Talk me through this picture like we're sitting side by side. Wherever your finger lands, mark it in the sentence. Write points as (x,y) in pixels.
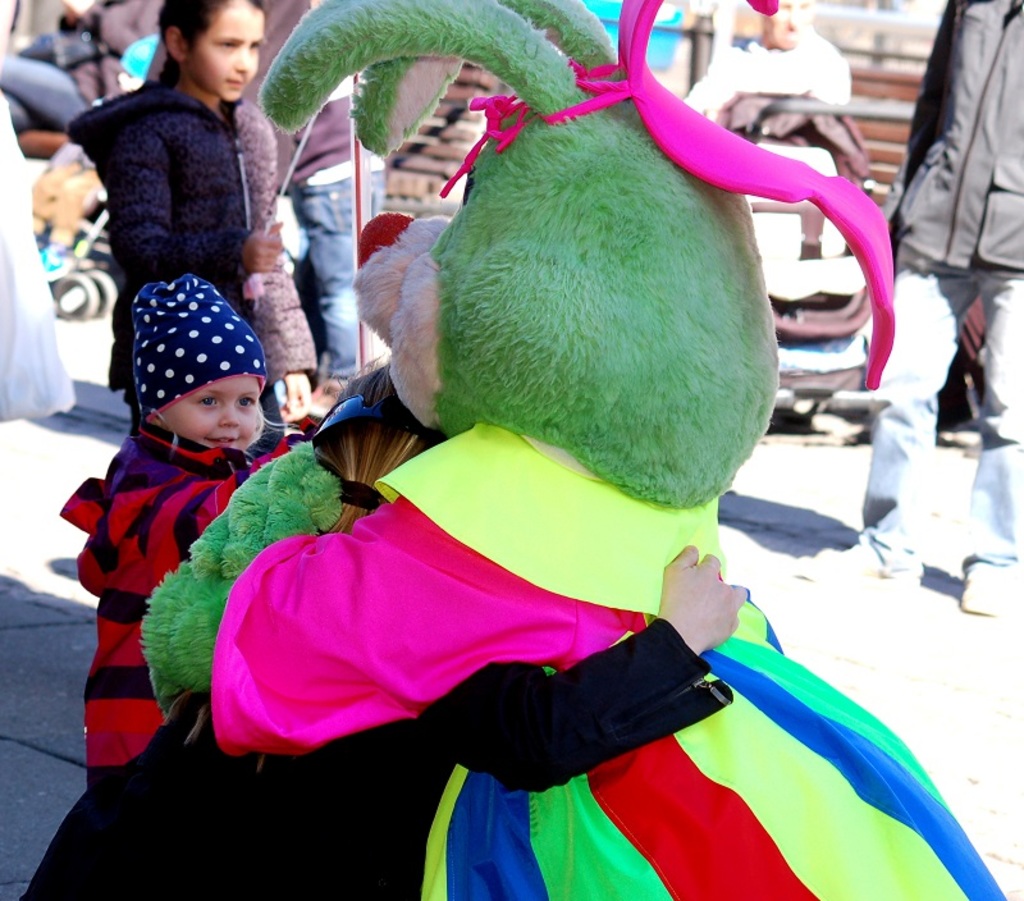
In this image, there is a person (399,425) hugging a clown (682,732). There are two kids (136,509) on the left side of the image (142,310) standing and wearing clothes (123,319).
